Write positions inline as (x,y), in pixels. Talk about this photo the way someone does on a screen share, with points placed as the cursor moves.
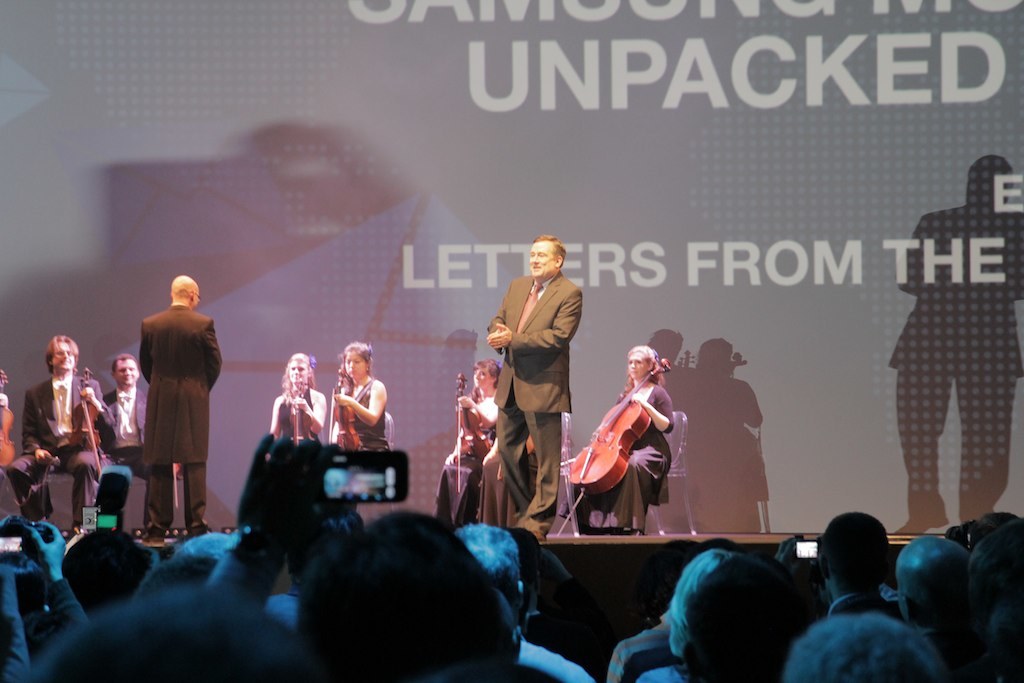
In the image we can see there are people (535,388), some are sitting and two of them are standing. These people (367,396) are wearing clothes (637,471), this is a chair (673,447), violin (592,458), poster (586,198) and a stage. There are audience (406,654) and some people (829,563) are holding a device (367,480) in their hand (320,485).
